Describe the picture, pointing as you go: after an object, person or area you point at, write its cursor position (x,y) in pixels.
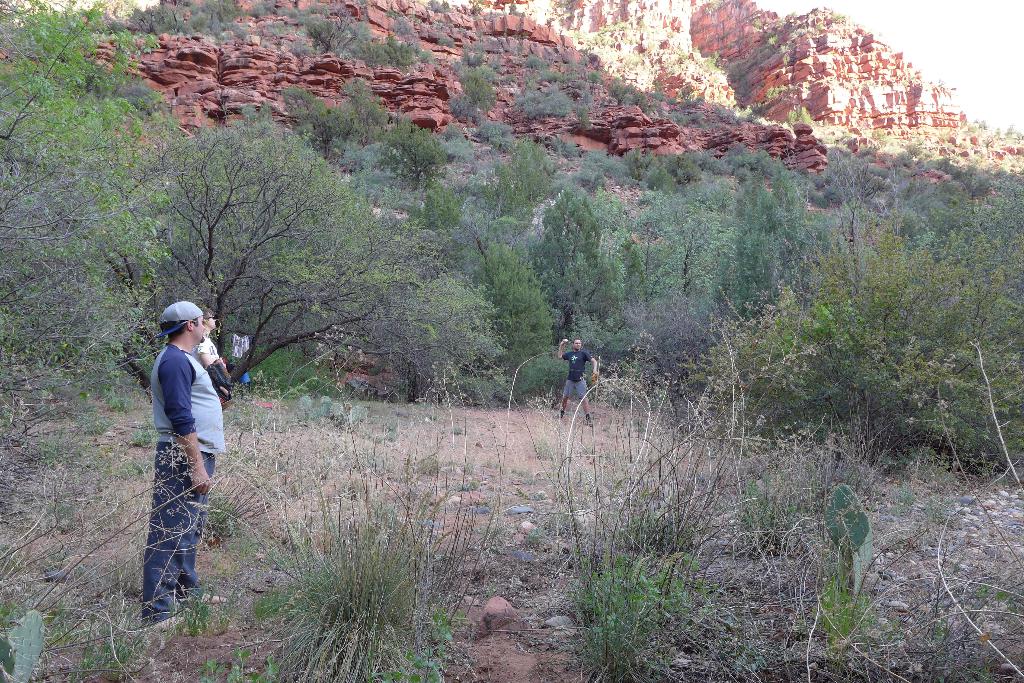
In this picture there is a man (206,423) wearing blue and grey t-shirt (206,431) standing and watching. Behind there is a man (576,368) wearing black color t-shirt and grey color shorts (572,391) standing in the grass (272,469). In the background (490,251) we can see many trees (491,223) and brown mountains (825,86).
